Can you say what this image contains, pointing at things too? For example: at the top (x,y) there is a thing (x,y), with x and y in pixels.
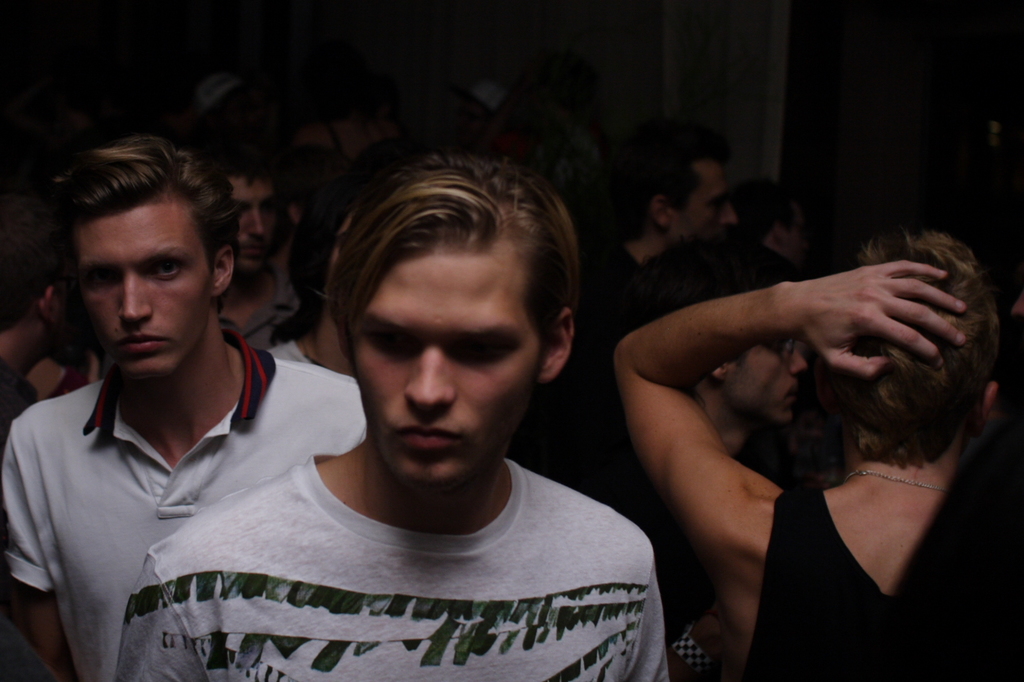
In this image in front (96,663) there are people (387,214). In the background of the image (716,79) there is a wall (700,83).
